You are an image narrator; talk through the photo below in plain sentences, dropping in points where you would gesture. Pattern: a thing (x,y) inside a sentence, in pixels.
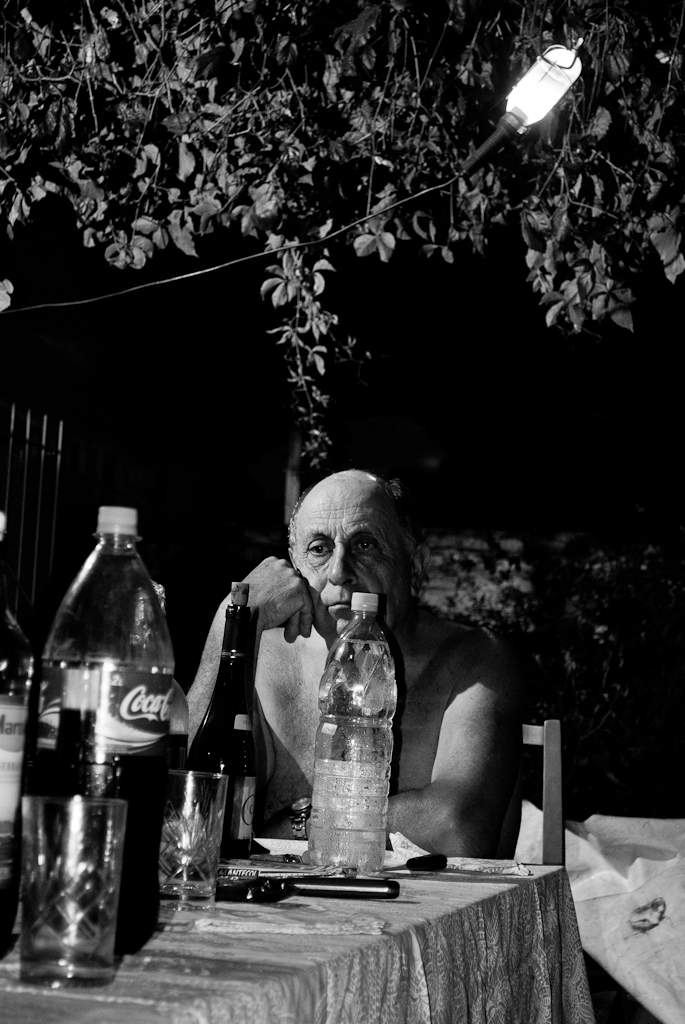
In this image i can see a person (429,719) sitting on a chair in front a table (524,928), and on the table (332,898) i can see few glass bottles (217,681) and few wine glasses (93,873), a cool drink bottle (88,755), and in the background (314,333) i can see tree (298,157), light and fence (22,519).
